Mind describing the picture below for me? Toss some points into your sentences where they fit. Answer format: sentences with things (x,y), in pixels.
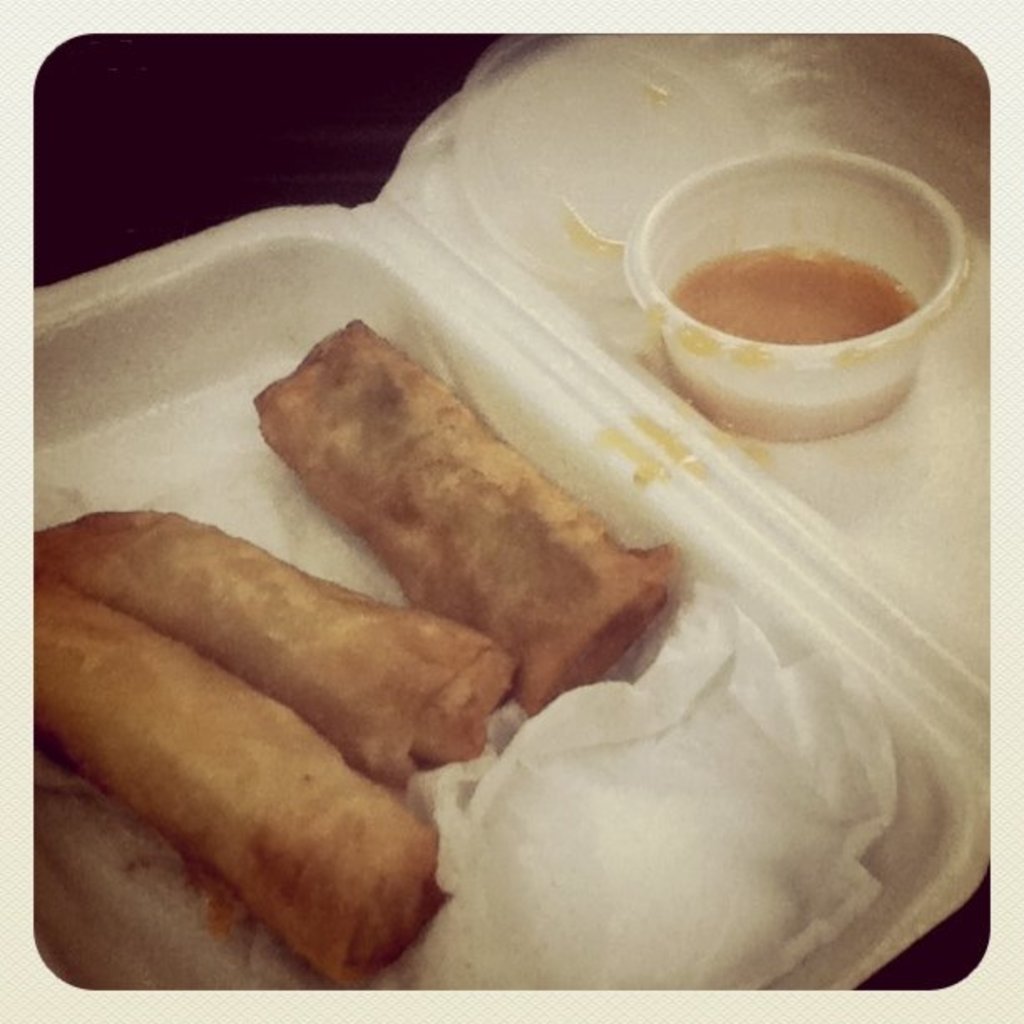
The picture of a food (550,579). These are rolls (402,410), for this roll (497,526) there is a side dip (815,338) in a cup (807,360). This food (537,563) is presented in a box (936,526). Tissues (696,724) are in white color.
